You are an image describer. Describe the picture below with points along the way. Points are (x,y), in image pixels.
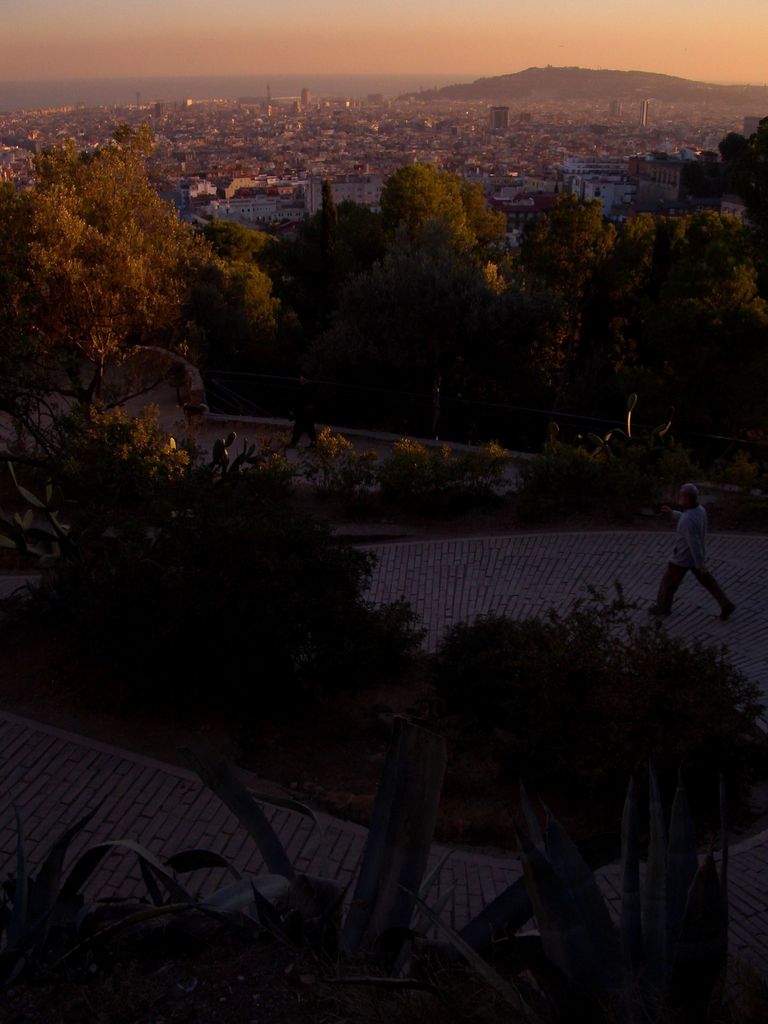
In the image there is a path (505,577) and around the path (488,586) there are trees (255,340), there is a man (672,593) walking on the path (612,582) and in the background (342,125) there are houses (362,163) and buildings (351,117) and a mountain (723,92).
